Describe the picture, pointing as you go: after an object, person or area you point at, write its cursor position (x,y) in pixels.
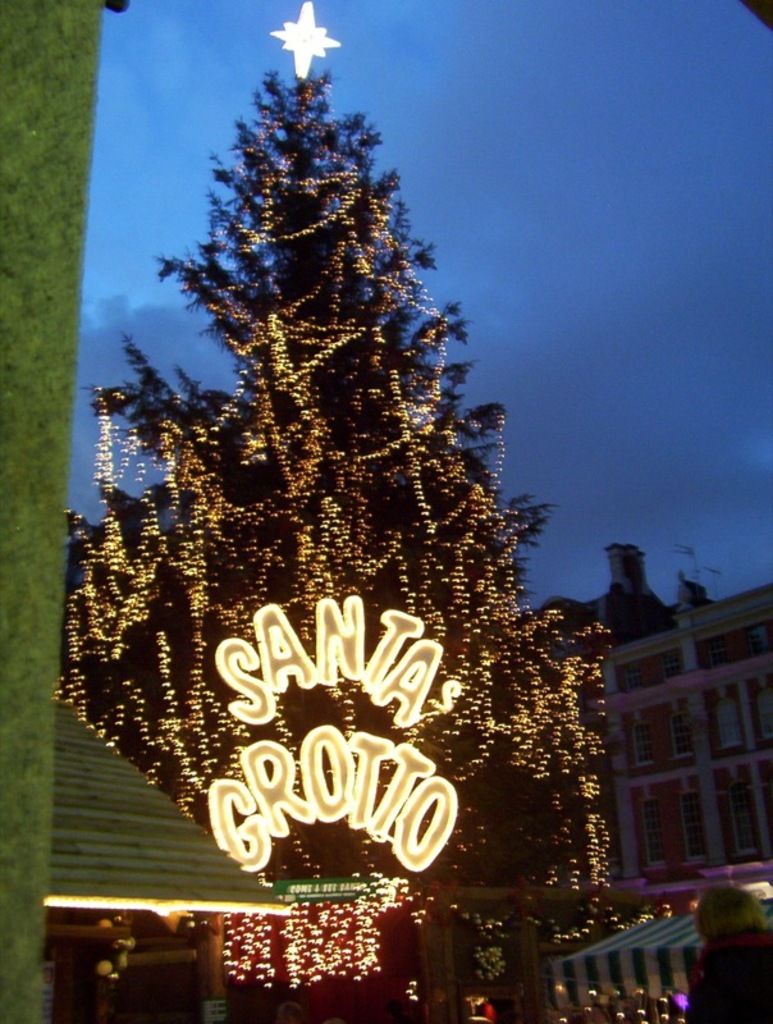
In this picture there is a tree (264,472) which was decorated with lights (166,727). On the top of the tree (311,85) there is a star (291,36). In the left side (35,447) there is a green color wall (33,561). In the right side (656,718) we can observe a building (729,756). In the background (592,222) there is a sky (554,278).
